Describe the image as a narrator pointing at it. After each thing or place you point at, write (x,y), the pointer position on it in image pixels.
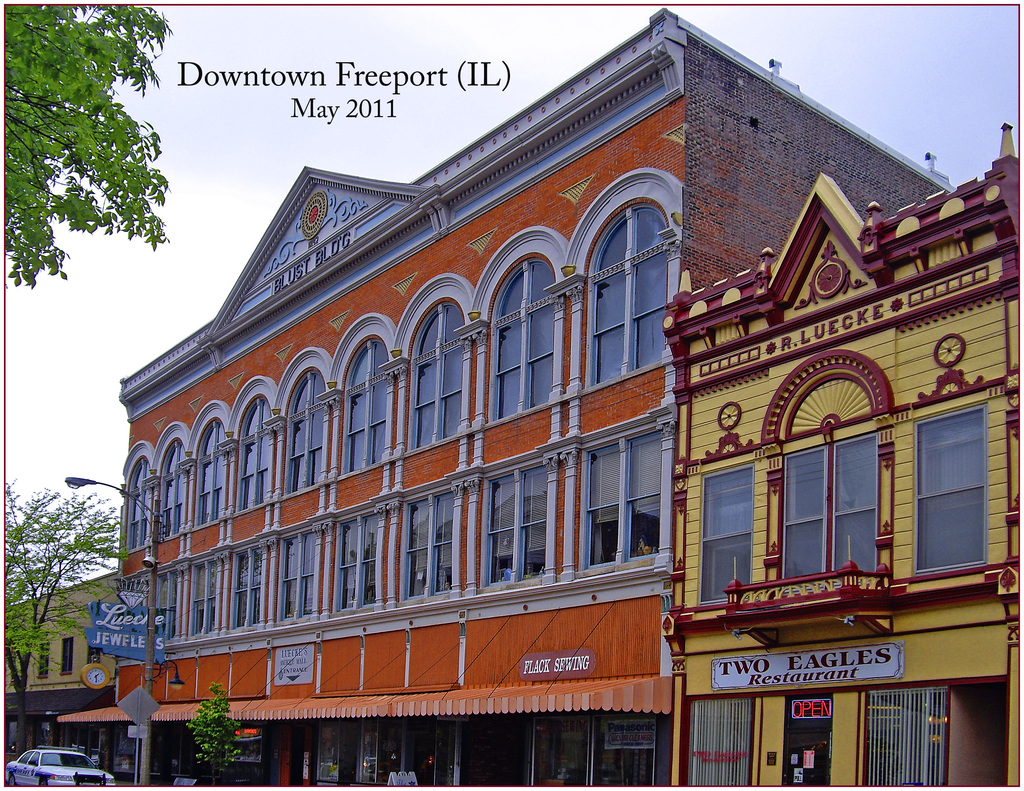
In this picture we can see few buildings (661,340), hoardings (106,602), a pole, lights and sign boards (118,627), at the left bottom of the image (64,754) we can see a car (64,771), in the background (39,553) we can find few trees (13,569). On top of the image (372,111) we can see some text (319,78).
